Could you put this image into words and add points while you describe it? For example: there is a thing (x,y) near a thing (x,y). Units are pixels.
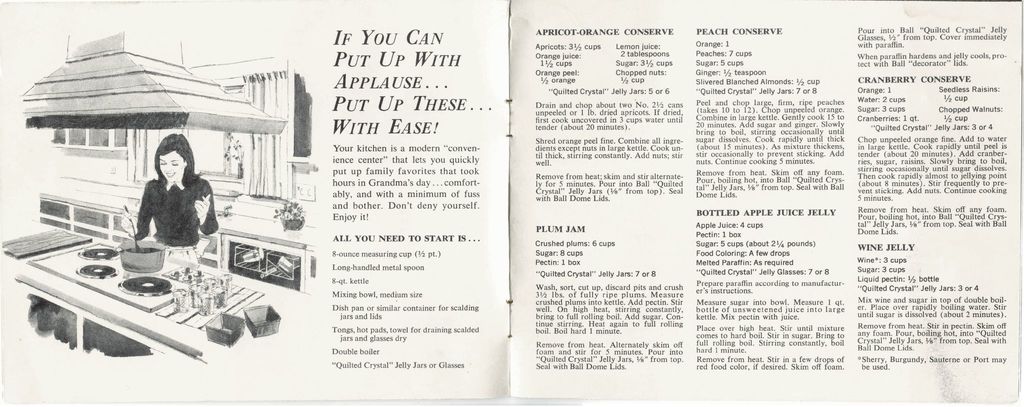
This image is a book (483,324). On the left side of the image (168,212) there is a girl (177,192) at the countertop (155,305). On the right side (962,161) there is a text (936,288).
